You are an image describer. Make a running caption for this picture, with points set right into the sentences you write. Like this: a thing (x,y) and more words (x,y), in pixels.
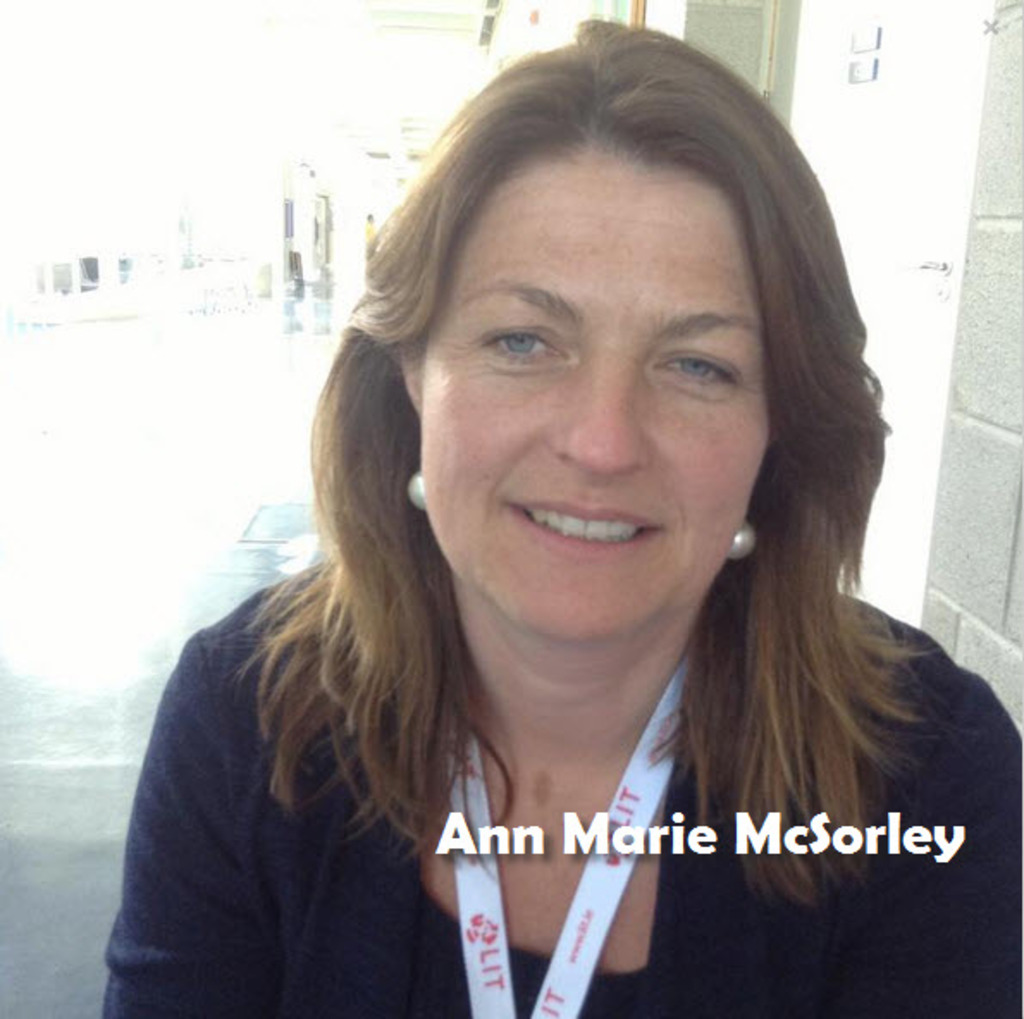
In this image I can see a woman (440,577) and I can see she is wearing white colour thing (550,968) around her neck (639,697). Here I can see watermark (957,843) and I can see a wall (1018,514) in background (997,51).
